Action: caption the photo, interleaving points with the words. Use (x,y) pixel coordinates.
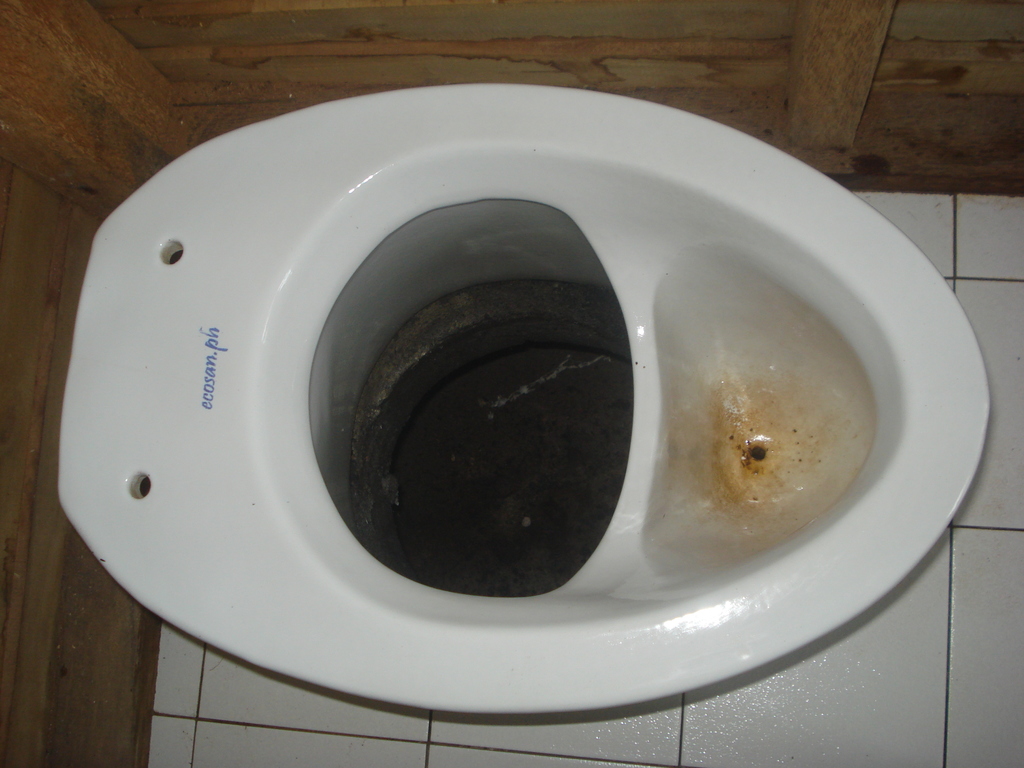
In this picture we can see a toilet (164,554) on the floor (428,723). At the top of the image (228,84), there is a wooden wall (280,43).
